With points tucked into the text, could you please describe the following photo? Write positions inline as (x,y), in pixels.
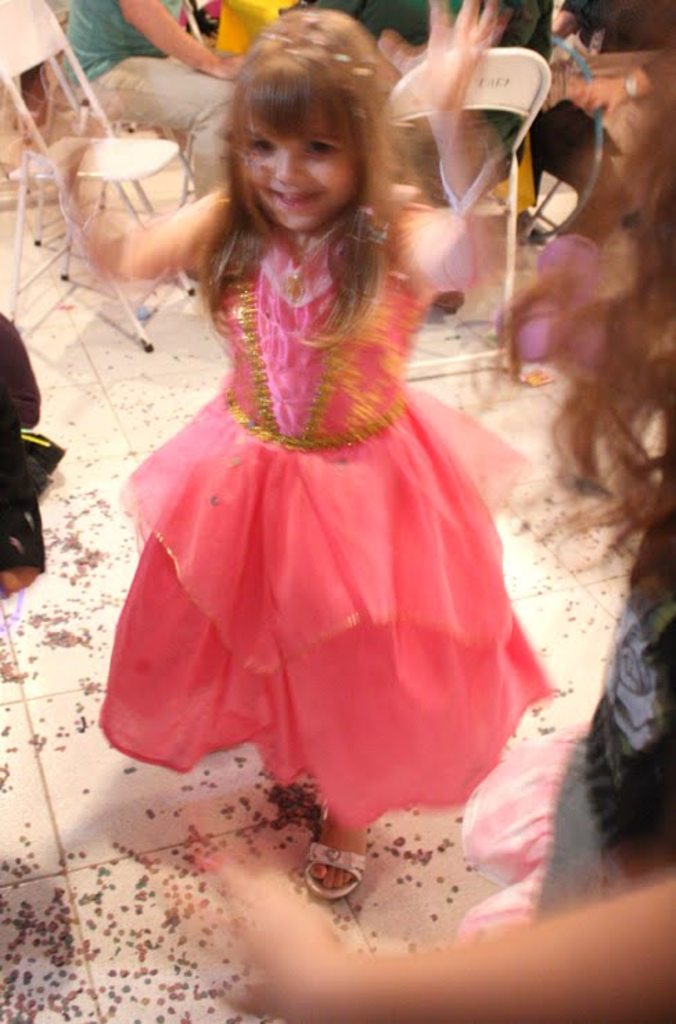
In this image we can see a girl (248,234) dancing on the floor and there is a smile (314,193) on her face (276,136). Here we can see the hand (624,971) of a person (646,941) on the bottom right side (610,924). In the background (386,25), we can see a few people (364,12) sitting on the chairs (493,66).
